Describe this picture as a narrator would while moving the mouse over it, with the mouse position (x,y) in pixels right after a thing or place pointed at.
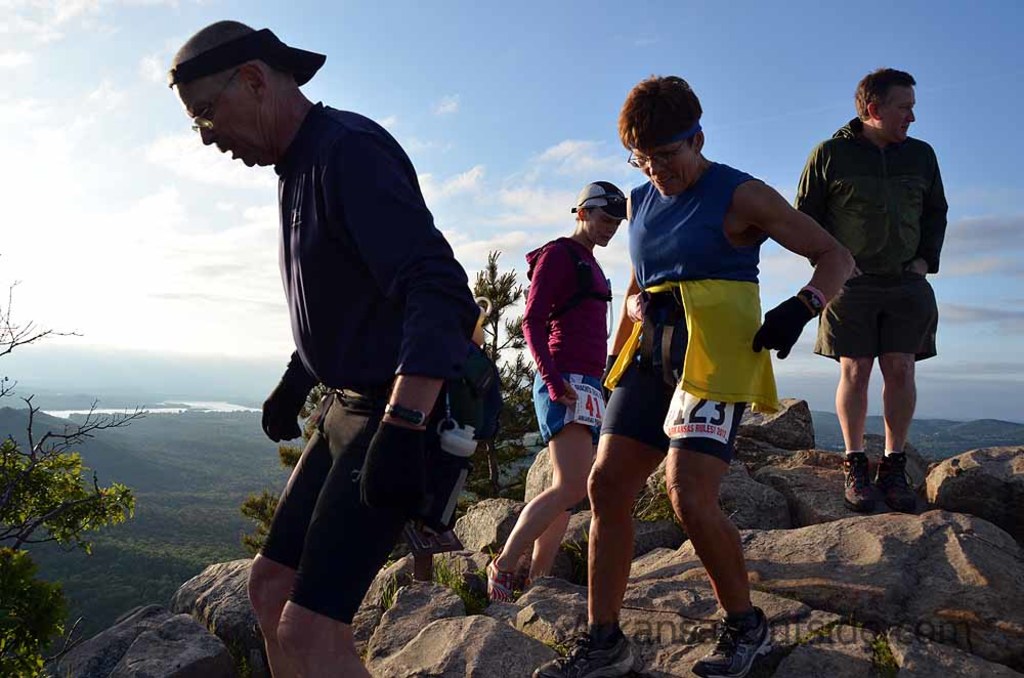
There are four people (588,271) standing on the rocks (866,529). These are the trees (126,510). In the background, that looks like a river (131,412) with the water (79,410). These are the clouds (160,169) in the sky (618,51). I can see the watermark (764,644) on the image.
